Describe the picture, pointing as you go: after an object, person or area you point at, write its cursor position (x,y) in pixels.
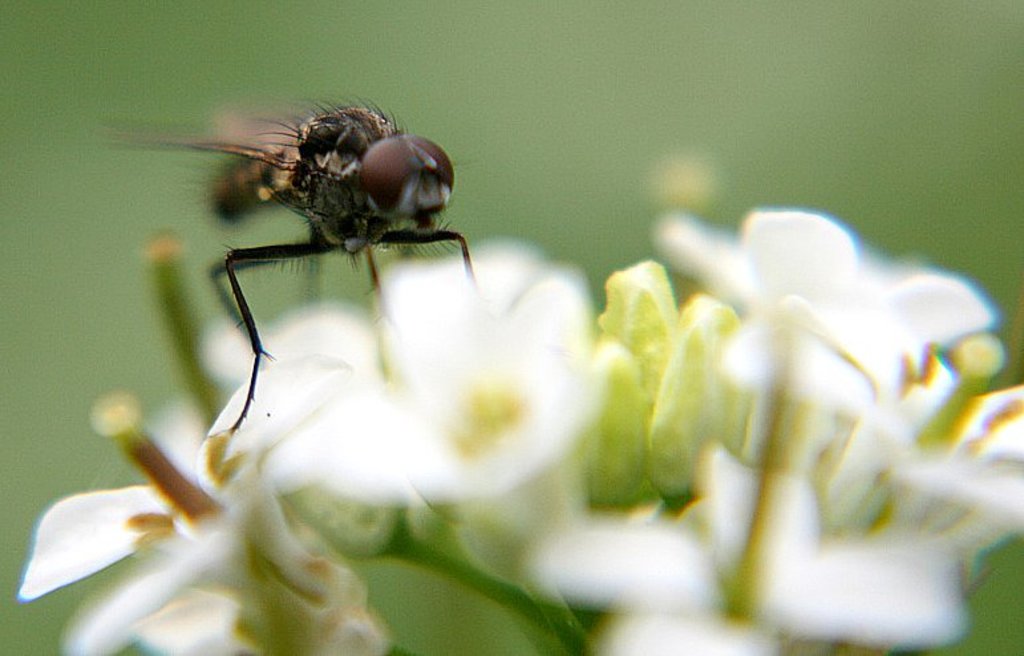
In this picture we can observe an insect (299,167) on the flower (403,345). The flower (442,416) is in white color. In the background (84,133) it is completely blur.
